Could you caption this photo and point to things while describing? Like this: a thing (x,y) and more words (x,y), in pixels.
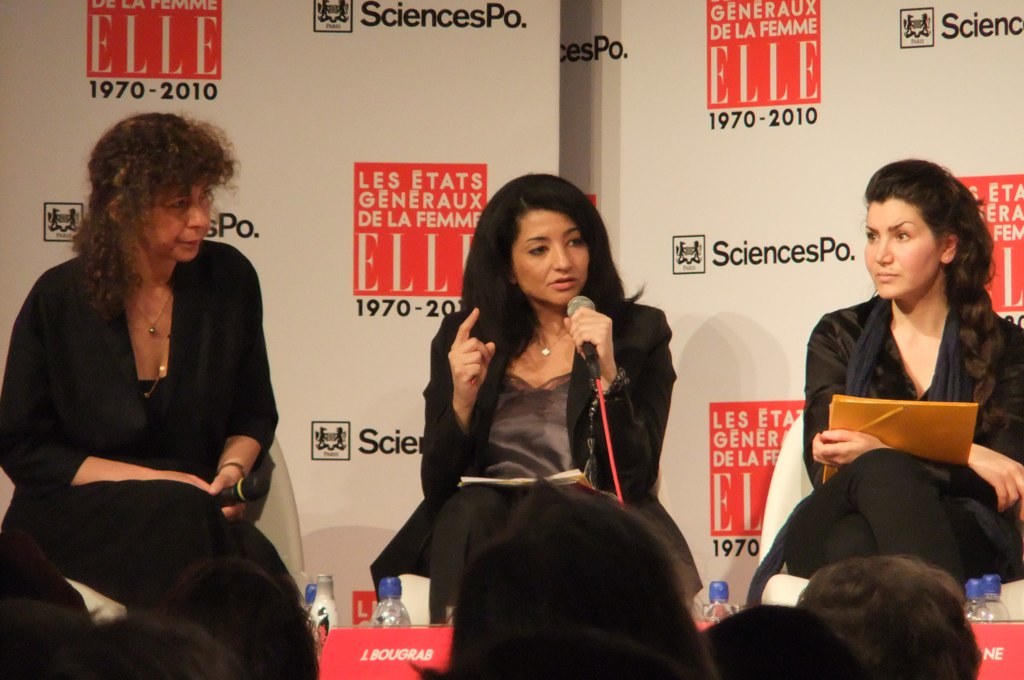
In the image I can see three women (534,357) are sitting among them women (471,463) on the left side (262,385) are holding microphones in hands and the woman (877,302) on the right side (925,331) is holding some object (899,437) in hands (865,443). These women (934,340) are wearing black color clothes (474,440). In front of the image I can see people (697,644), bottles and some other objects (337,641).
